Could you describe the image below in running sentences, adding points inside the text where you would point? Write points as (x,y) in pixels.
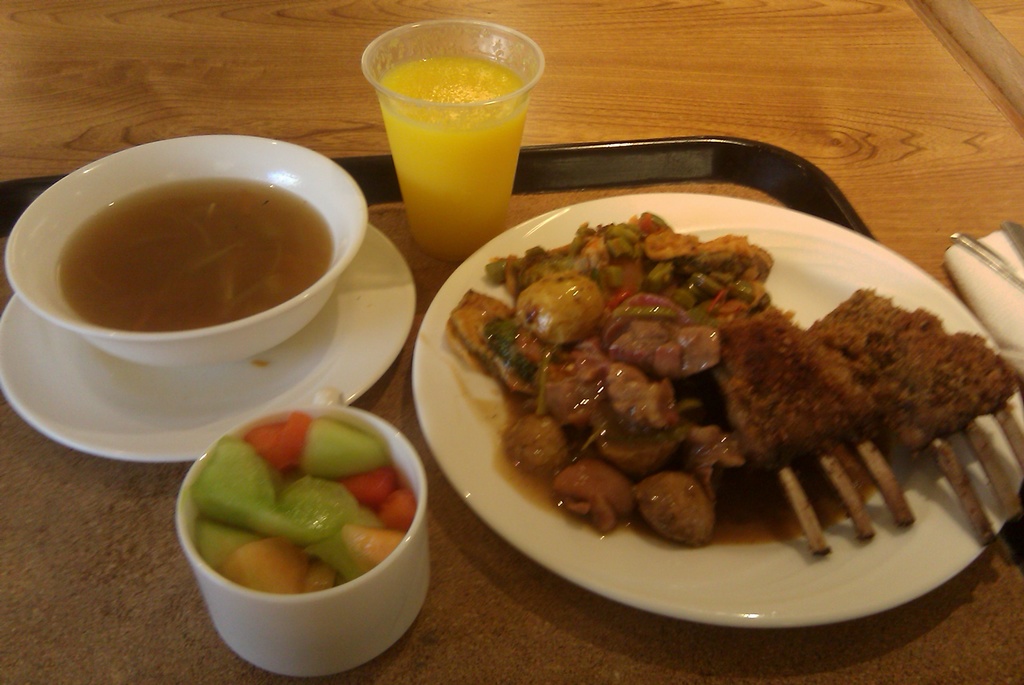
There is a food item (677,393) kept in a white color plate (460,462) and in a cup (373,528) and there is a glass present on a wooden surface (661,103) as we can see in the middle of this image (608,454).
